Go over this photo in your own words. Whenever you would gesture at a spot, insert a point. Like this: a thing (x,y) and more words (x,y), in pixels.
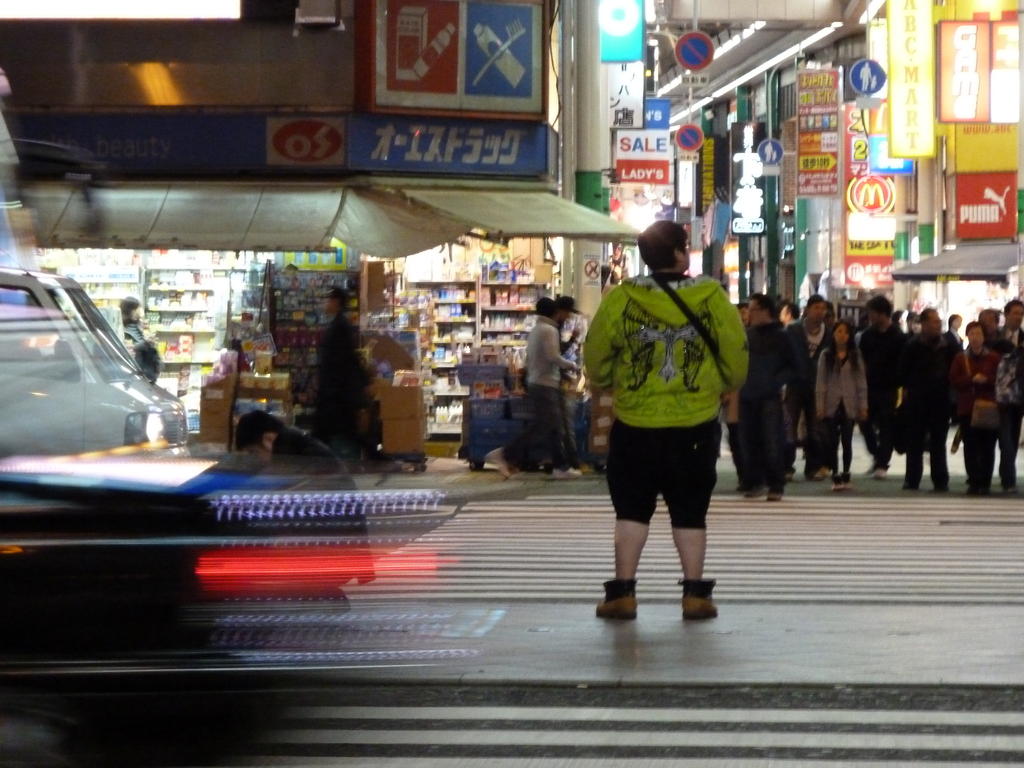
In this image a person (705,478) is standing on the pavement (704,643). Beside him there is a person (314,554). Left side (139,461) there are few vehicles (140,476). Right side (760,381) few persons (960,379) are standing and few persons (983,477) are walking on the pavement (446,477). Left side (180,352) there is a shop (302,364) having racks (307,380) which are filled with objects (305,320). Right side there are few buildings (921,243).
